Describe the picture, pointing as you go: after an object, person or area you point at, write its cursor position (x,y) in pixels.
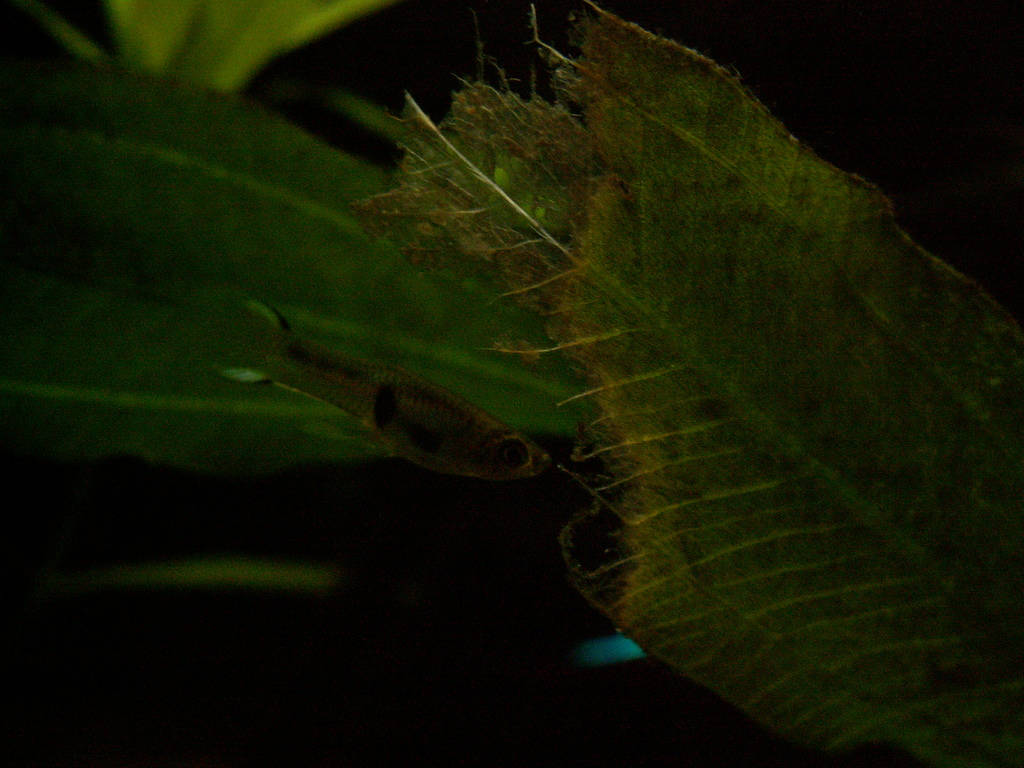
In the image I can see a leaf (313,460) and a fish (444,427) to the side.
